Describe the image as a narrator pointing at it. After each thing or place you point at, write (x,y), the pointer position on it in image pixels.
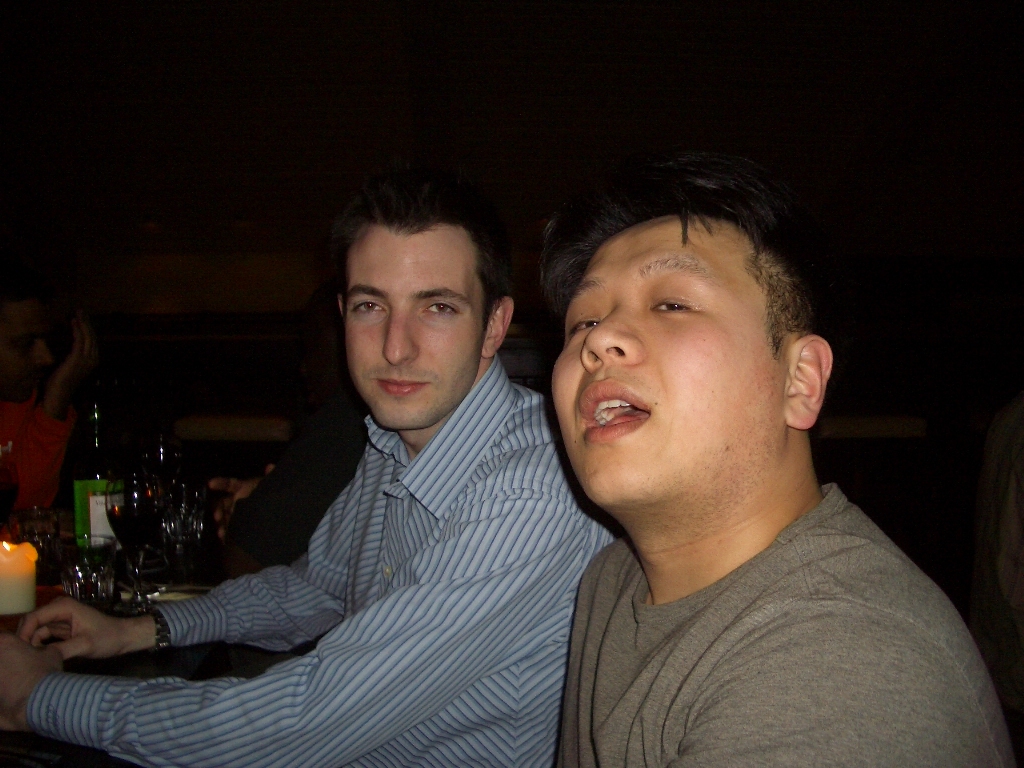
In this image I can see the group of people (517,615) sitting in-front of the table (94,661). These people (92,684) are wearing the different color dresses (742,579). On the table (1,615) I can see the candle (6,602), glasses (130,584) and the bottle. And there is a black background (547,46).
